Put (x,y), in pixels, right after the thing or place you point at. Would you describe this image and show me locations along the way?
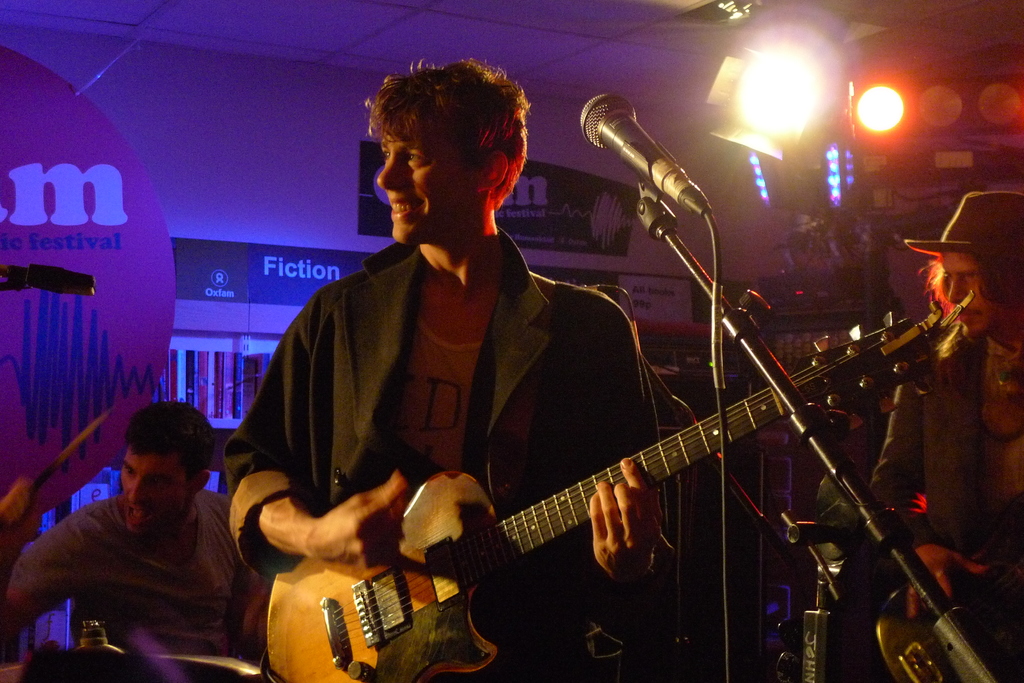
In this image I can see few people (588,654) where one man (624,451) is holding a guitar (672,467). I can also see a smile on his face (419,216). Here I can see a mic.
